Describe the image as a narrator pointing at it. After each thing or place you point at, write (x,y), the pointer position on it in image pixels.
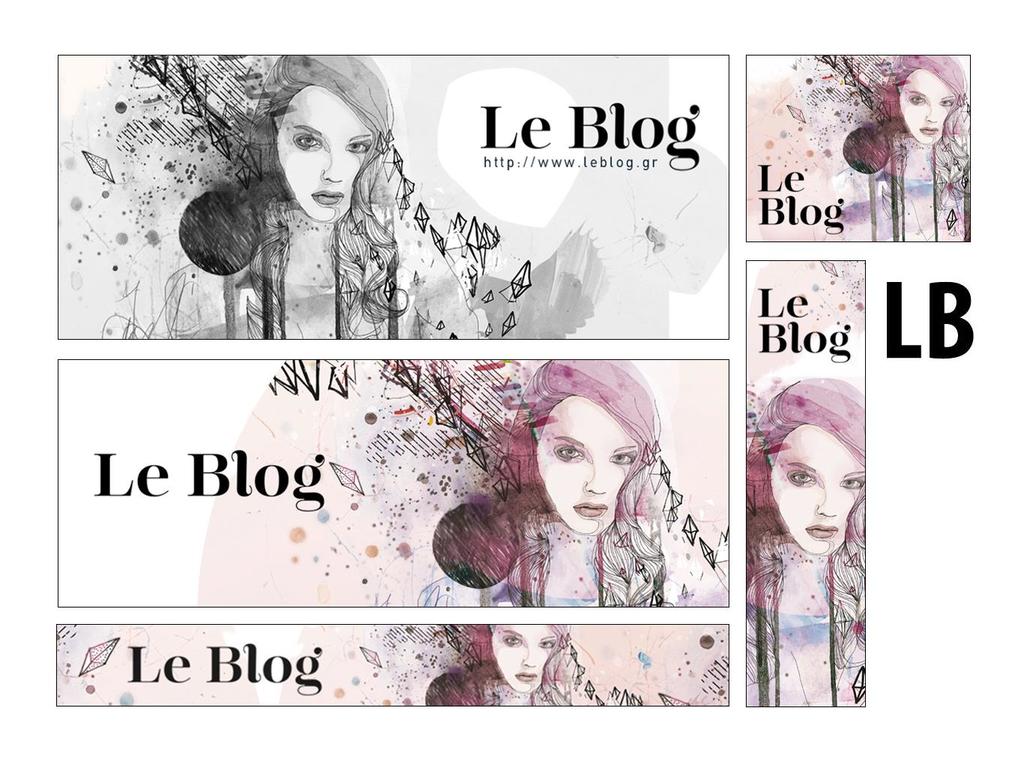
This is a collage image, there are animation of a person's face (611,435) and some text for each image.
